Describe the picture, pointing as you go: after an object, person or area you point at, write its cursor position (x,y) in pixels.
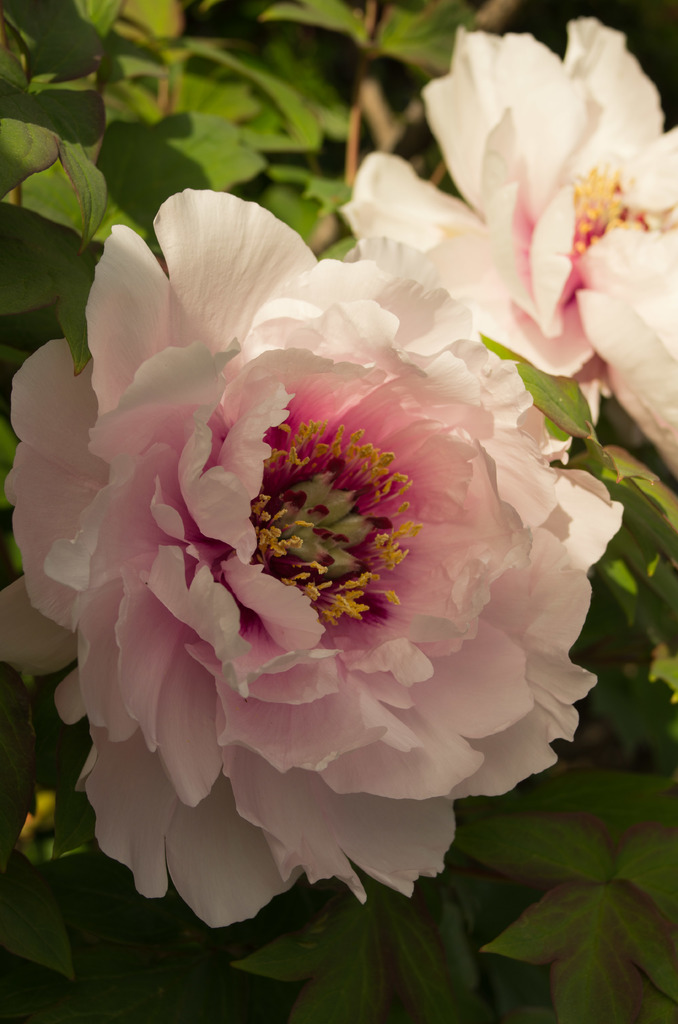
In this image we can see a plant (216,141). There are few flowers (419,407) to the plant (488,291).
